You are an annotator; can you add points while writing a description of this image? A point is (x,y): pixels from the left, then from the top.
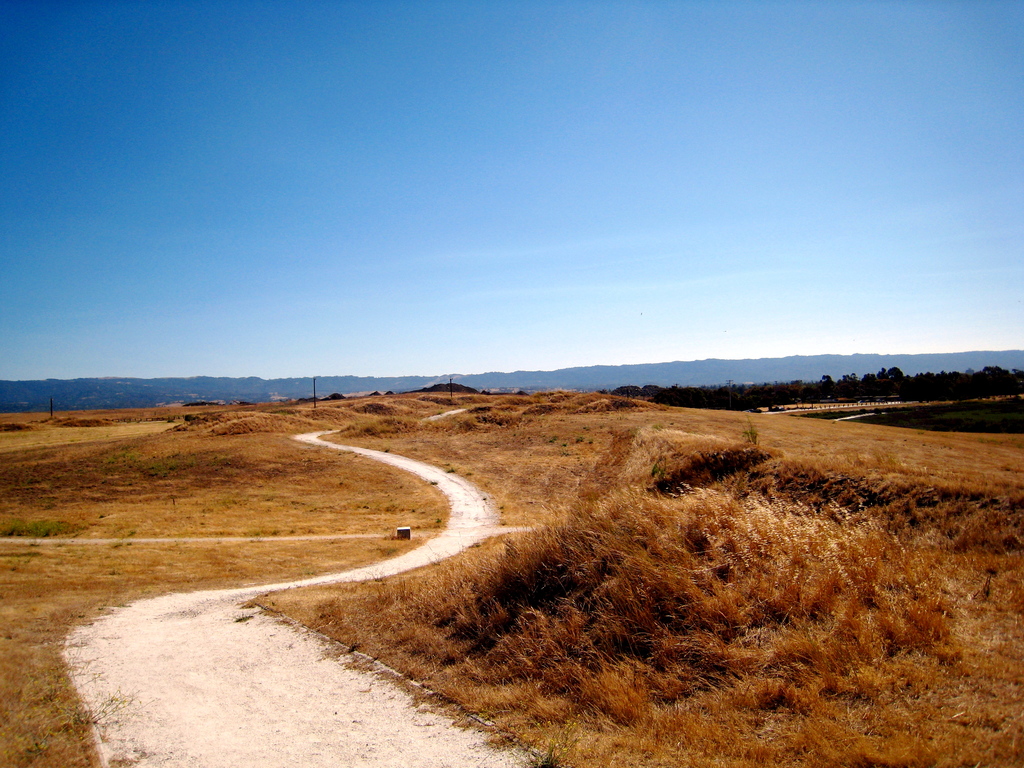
In this image I can see the road (226,708), some grass (841,598) which is brown in color on the ground (726,678) and in the background (783,398) I can see few trees (870,395), few poles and the sky (389,173).
